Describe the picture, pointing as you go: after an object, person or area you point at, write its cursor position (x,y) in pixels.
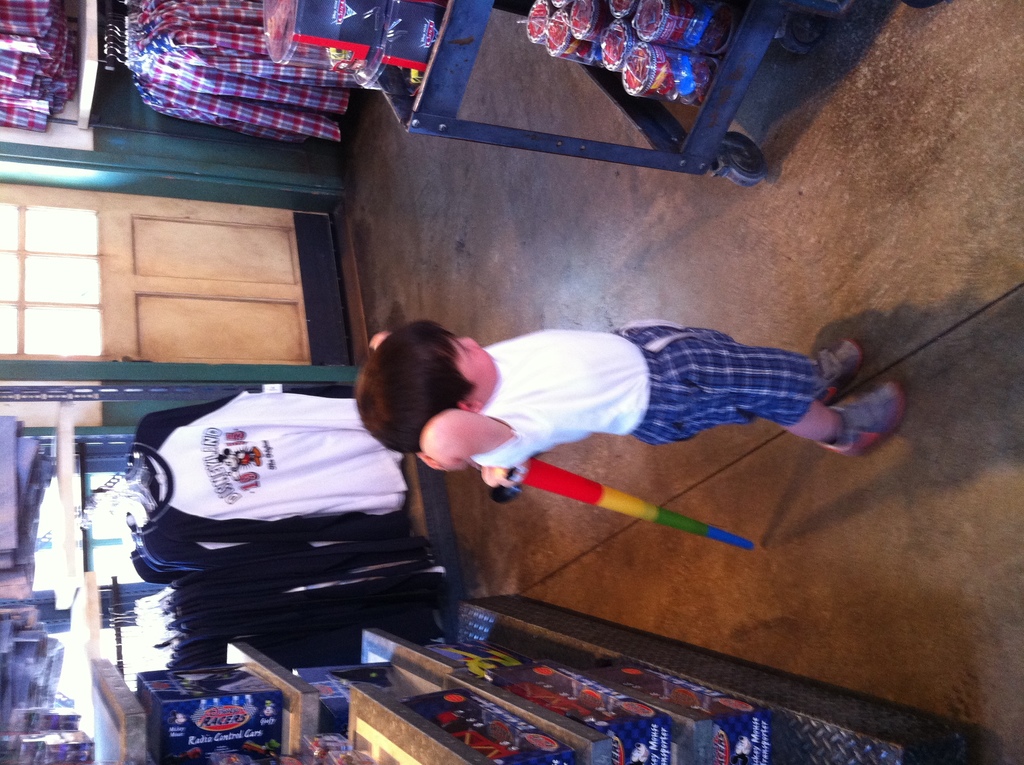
In this image there is a kid (814,426) standing on the floor (781,477). He is holding an object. Top of the image (641,90) there is a trolley (775,9) having few objects (659,86). Left top few clothes (134,77) are hanging. Bottom of the image (383,716) there is a rack (679,739) having few objects (632,716). Behind few clothes (252,638) are hanging from a metal rod (117,582). Left side (204,262) there is a wall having a door (70,195).
